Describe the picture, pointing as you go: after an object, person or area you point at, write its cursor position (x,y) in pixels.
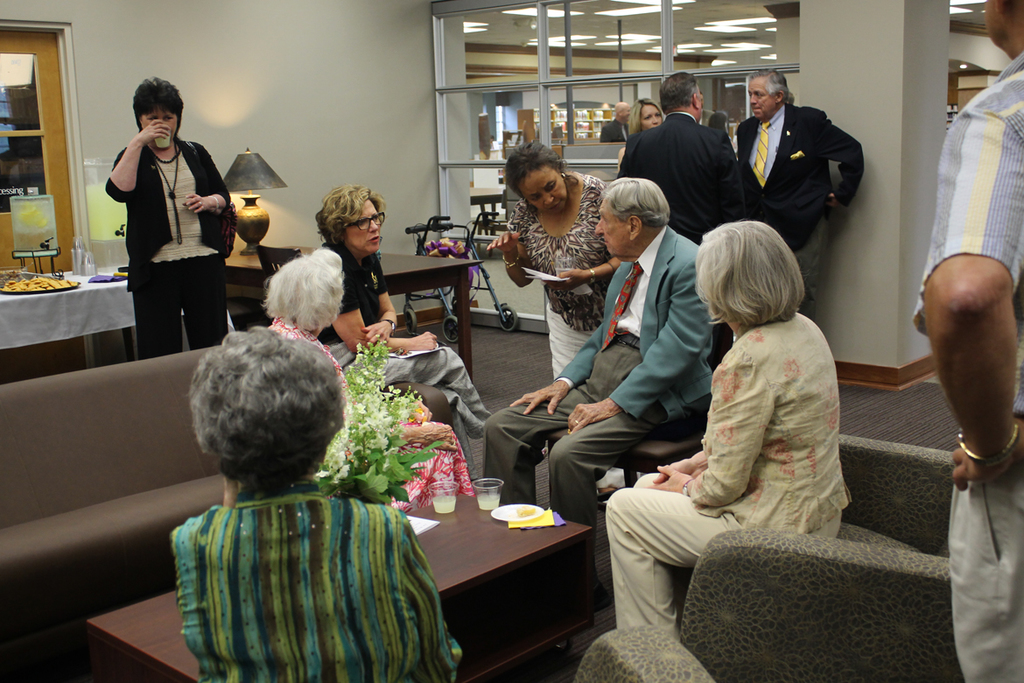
There are few people (556,416) here sitting and in the background (538,192) few (794,184) are standing in this room (837,253). We can also see sofas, table (523,546) and a walker (440,297), lamp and a door (48,166).
